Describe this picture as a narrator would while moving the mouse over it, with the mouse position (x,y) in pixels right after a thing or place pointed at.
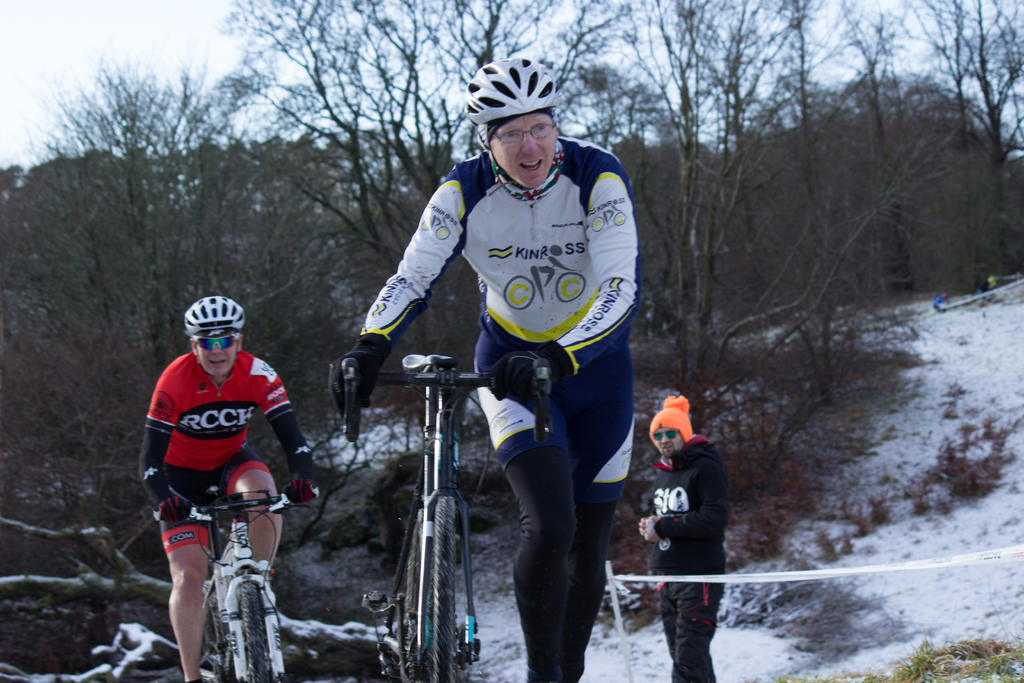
In the foreground of this image (615,425) we can see a person (525,272) holding a bicycle (457,443). There is one other person (244,482) riding a bicycle (263,514) is on the left side of this image (204,458) and there is one person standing on the right side of this image (701,502). There are trees (742,398) in the background (816,212). We can see a sky (99,44) at the top of this image (296,53).
